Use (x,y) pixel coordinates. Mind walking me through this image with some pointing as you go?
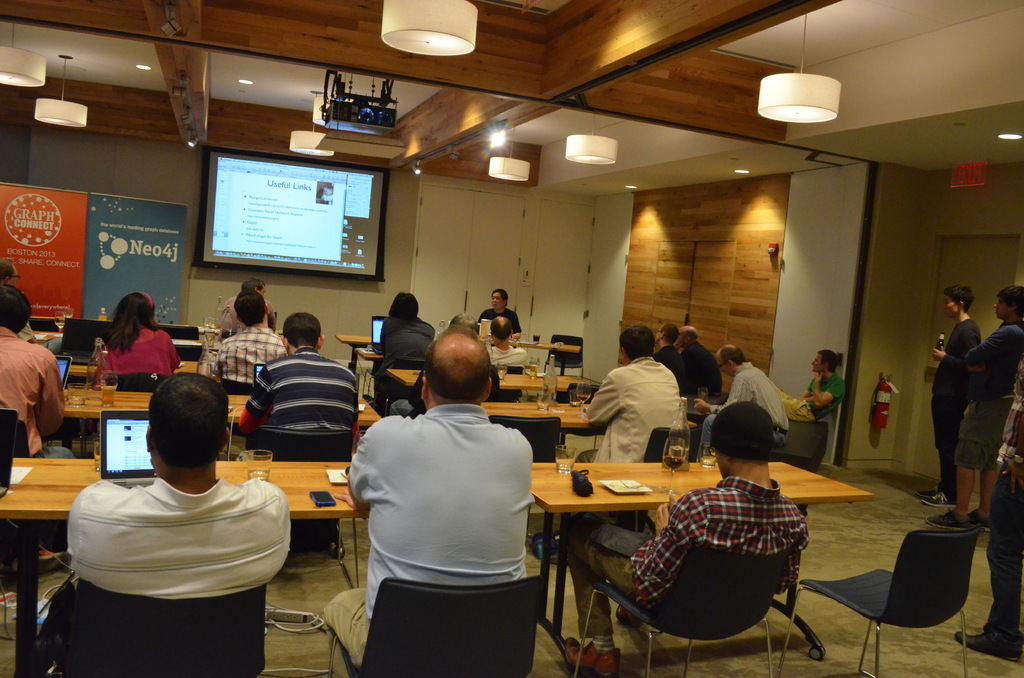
in a room (541,564) there are tables (621,499) and chairs (735,596) and people (724,533) are sitting on the chairs (545,420). on the tables (558,562) there are laptops (141,476), glasses (261,467). at the right (968,438) people (984,436) are standing. at the back (327,271) there's a wall (335,297) and a projector display (258,220). at the left (85,226) back there are blue and red banners (55,269). at the top (48,123) there are lights (496,175). at the right there is a wooden door (685,319).
